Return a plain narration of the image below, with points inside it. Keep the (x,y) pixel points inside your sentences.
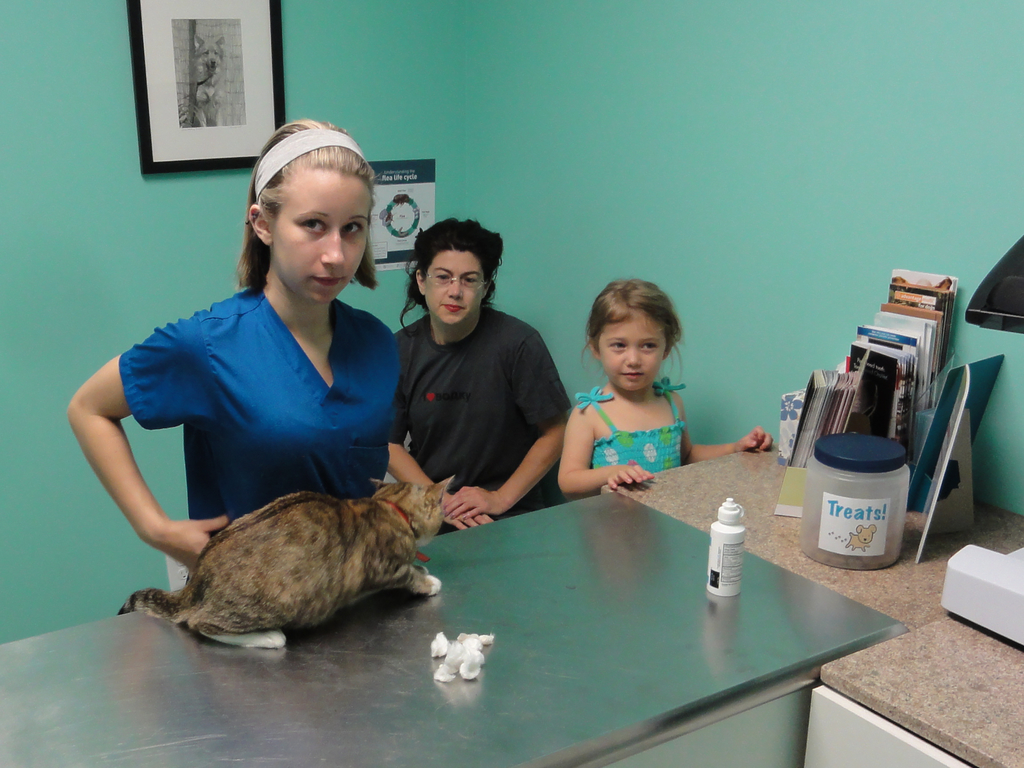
In this image I can see a cat (251,549), bottle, container (825,523), books (933,290) and frames (957,522) on a table (504,649). 3 people (121,414) are present. There are photo frames (157,34) on green wall (590,235).
